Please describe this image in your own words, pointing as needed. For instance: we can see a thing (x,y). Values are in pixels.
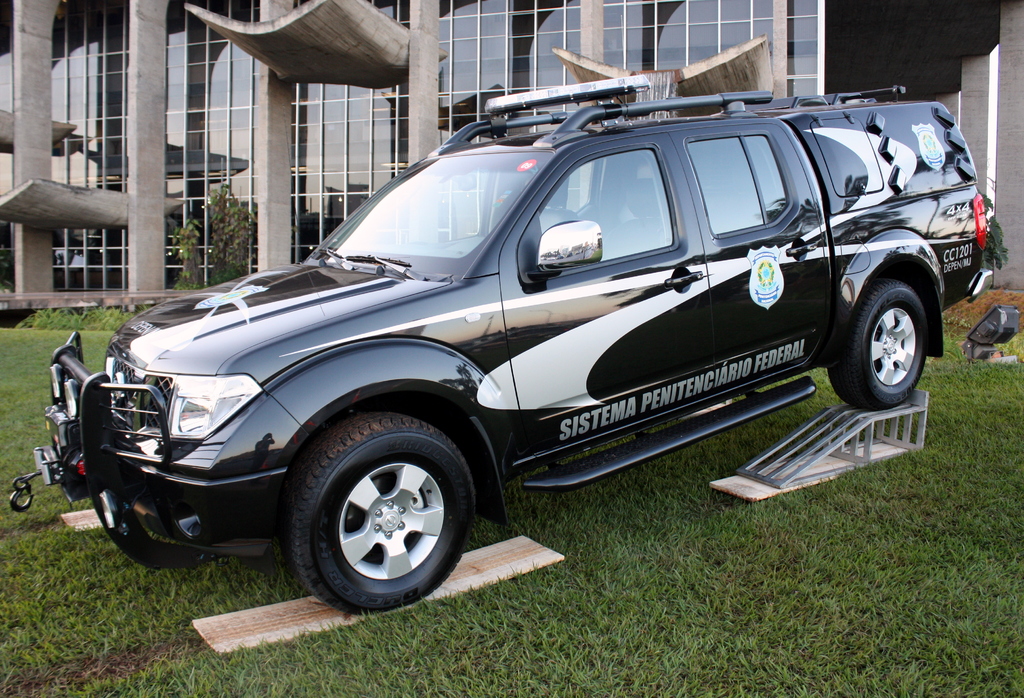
There is a vehicle (615,266) on stand (734,492). On the ground (31,349) there is grass (549,609). In the back (424,99) there is a building (159,84) with glass walls (504,41). And there are trees (229,205). Also something is written on the vehicle (857,306).
